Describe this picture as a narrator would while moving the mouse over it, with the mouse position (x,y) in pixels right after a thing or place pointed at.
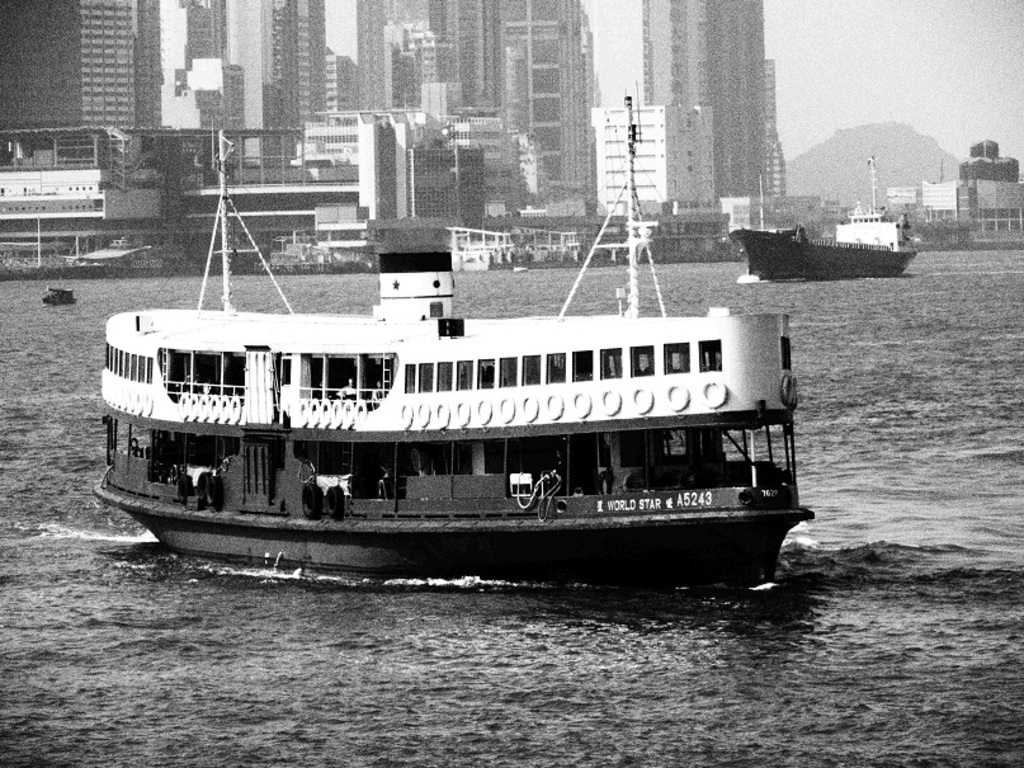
This is a black and white image, in this image there ships (451,354) on a river (653,765), in the background (330,62) there are buildings (619,114) and a mountain (861,173).
